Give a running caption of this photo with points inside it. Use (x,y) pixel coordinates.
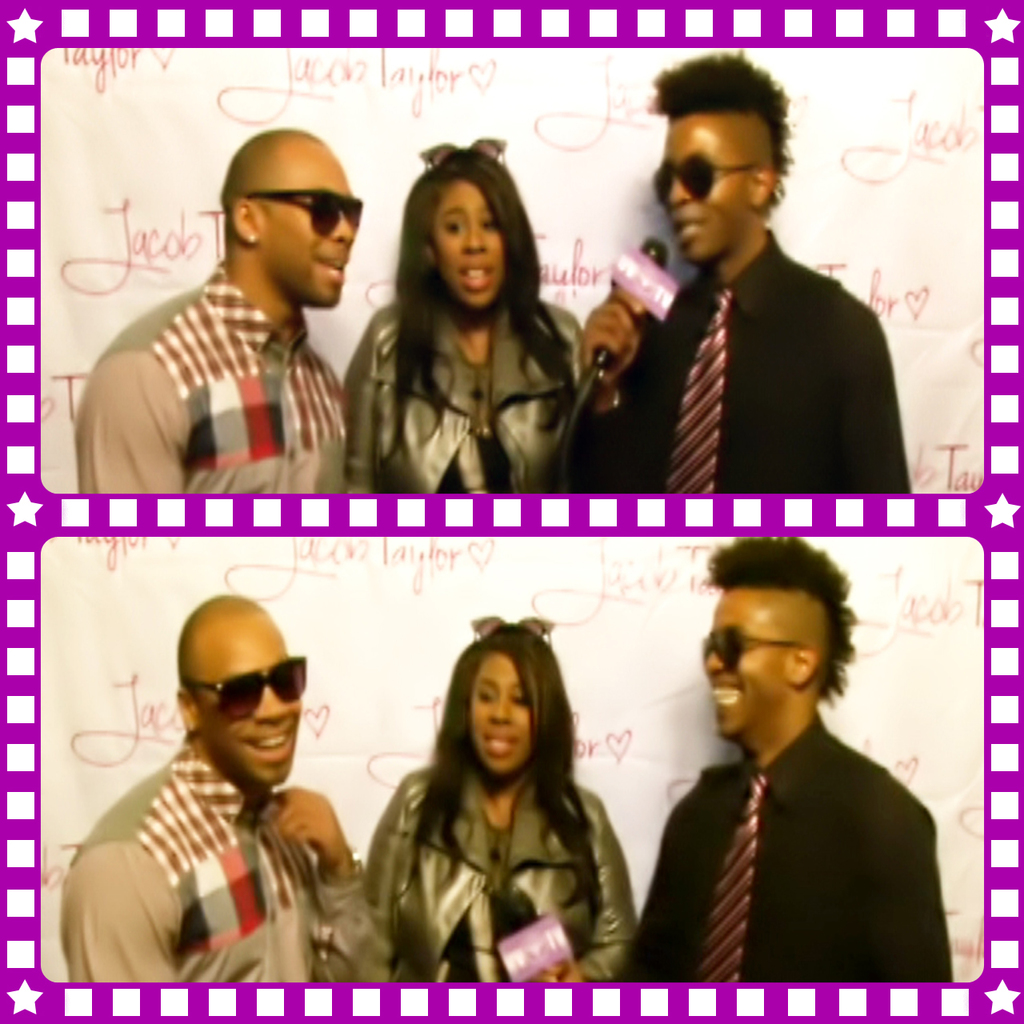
This is a collage image, in this image there are two picture, in two pictures there are two men (739,819) and a woman (438,354).
